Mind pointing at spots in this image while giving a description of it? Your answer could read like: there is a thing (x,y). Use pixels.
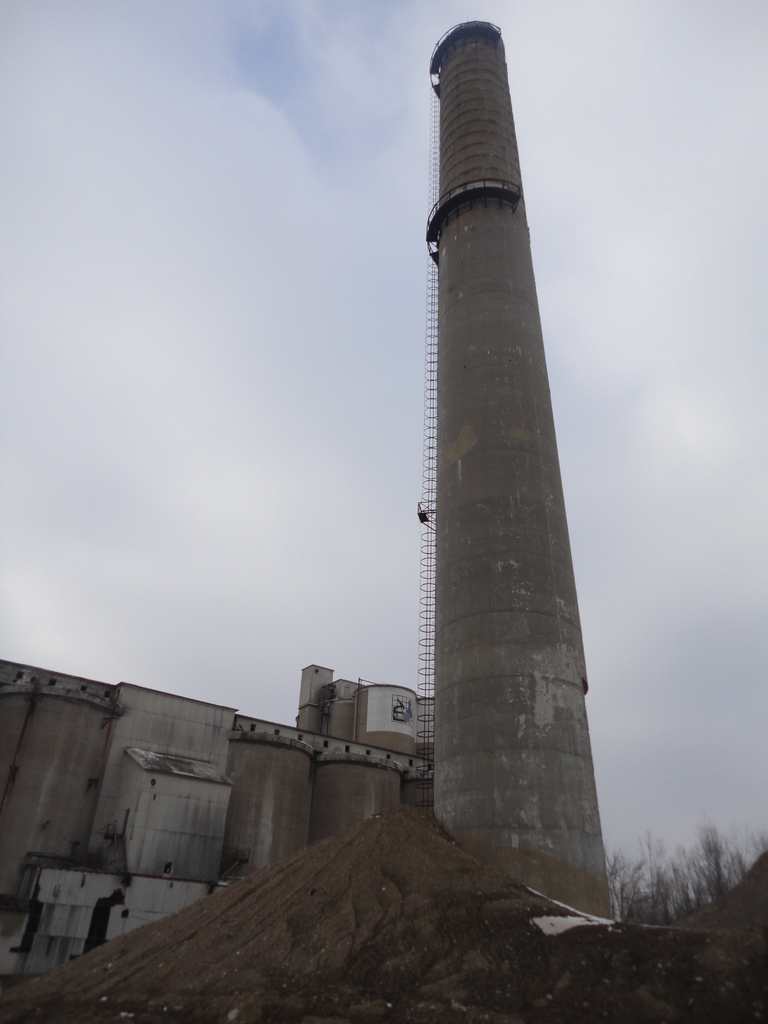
In this image I can see a building (371,807), a chimney (546,453) and few trees (728,870). In the front (421,848) I can see sand (434,852) and in the background (104,538) I can see clouds (386,134) and the sky (226,278).
